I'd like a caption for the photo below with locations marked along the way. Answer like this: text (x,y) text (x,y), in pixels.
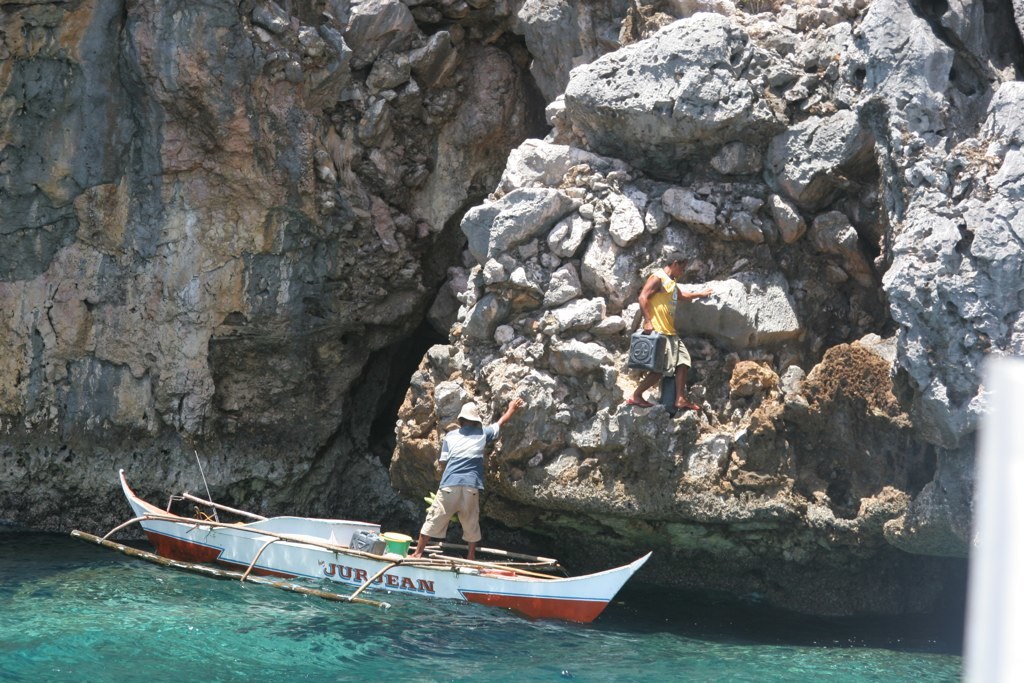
In this image at the bottom (259,602) there is a river (680,637), in that river (780,624) there is one boat (454,574). In that boat (470,577) there is one person (448,478) who is standing and in the background (476,292) there are some mountains (757,378), and on the mountains (797,378) there is one person (681,356) who is walking and he is holding a suitcase (633,335).
